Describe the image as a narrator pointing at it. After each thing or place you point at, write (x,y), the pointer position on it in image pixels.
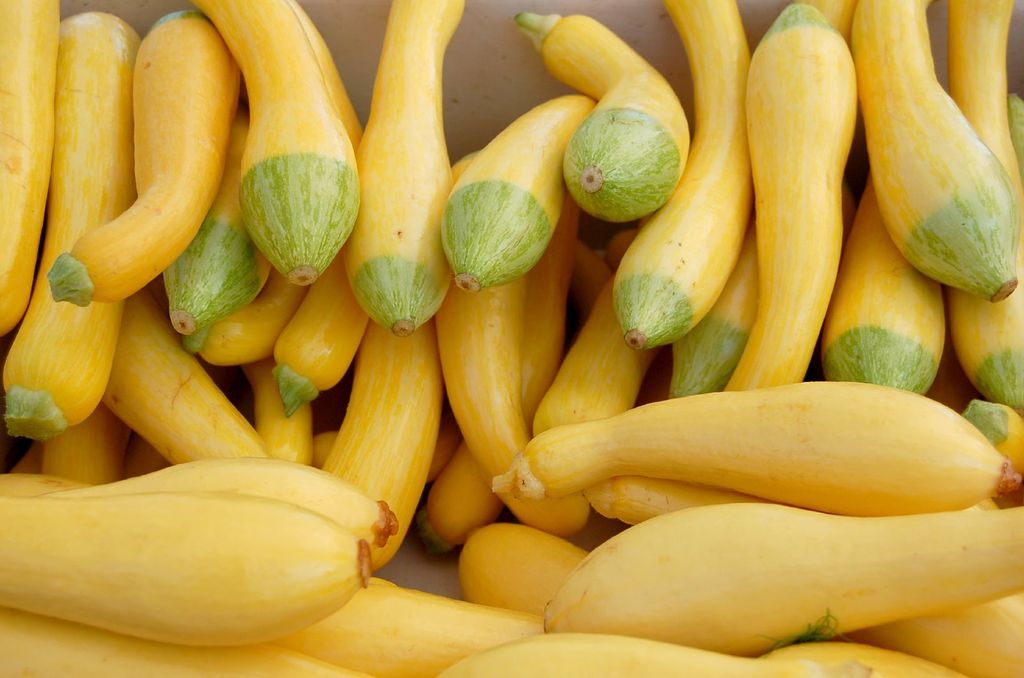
In this image we can see there are vegetables (555,259).
